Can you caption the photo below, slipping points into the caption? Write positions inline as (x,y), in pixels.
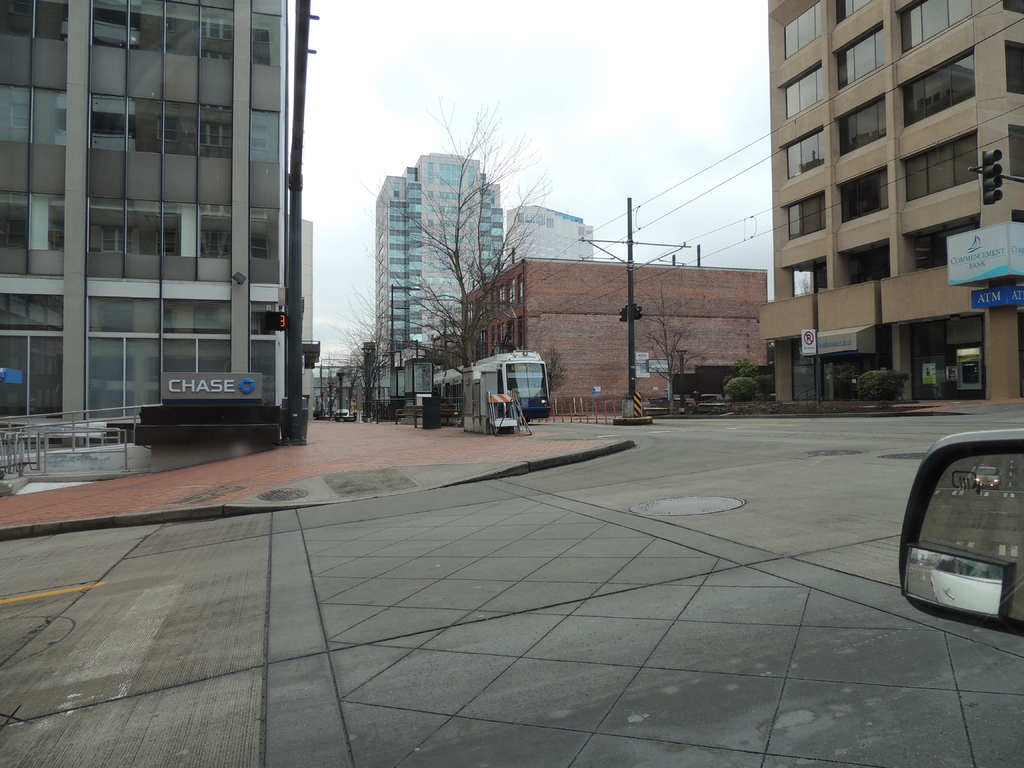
In the image I can see a place (639,395) where we have some buildings (434,332) and also I can see some poles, lights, trees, plants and some vehicles (337,414).
